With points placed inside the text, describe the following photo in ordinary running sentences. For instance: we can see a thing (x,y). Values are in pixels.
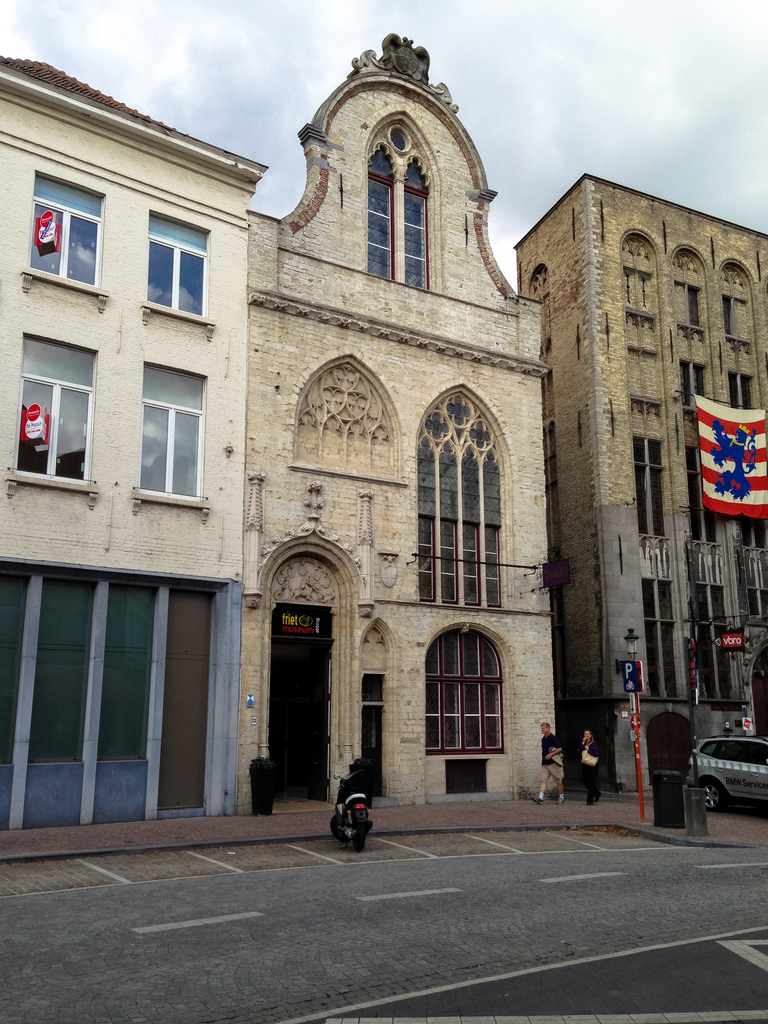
There is a road (585,837), vehicles (753,784), people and poles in the foreground area of the image (762,765), there are buildings (597,414), flag (724,432) and the sky (335,49) in the background (356,286).
